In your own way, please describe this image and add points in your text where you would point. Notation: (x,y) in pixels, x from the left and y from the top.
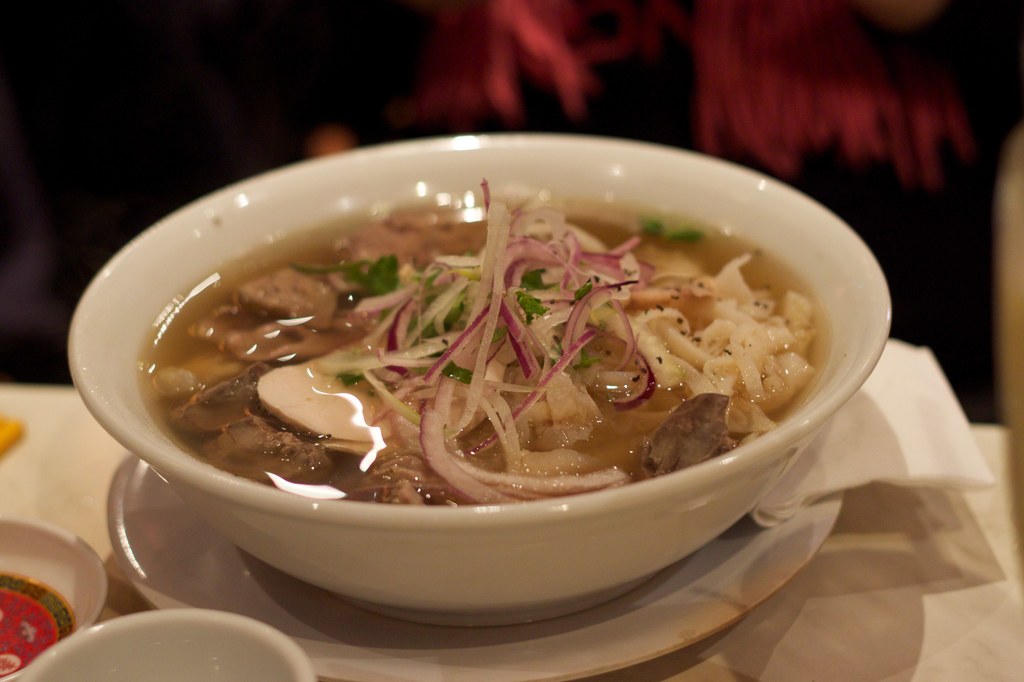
In the image we can see the table (761,644), on the table (696,671) there is a plate (558,641), white in color. On the plate (486,643) there is a bowl (507,536), the bowl (500,541) is white in color. In the bowl (519,573) we can see food item (576,413) with liquid (597,391). We can even see there are other things (108,667) and the tissue paper (897,469).
